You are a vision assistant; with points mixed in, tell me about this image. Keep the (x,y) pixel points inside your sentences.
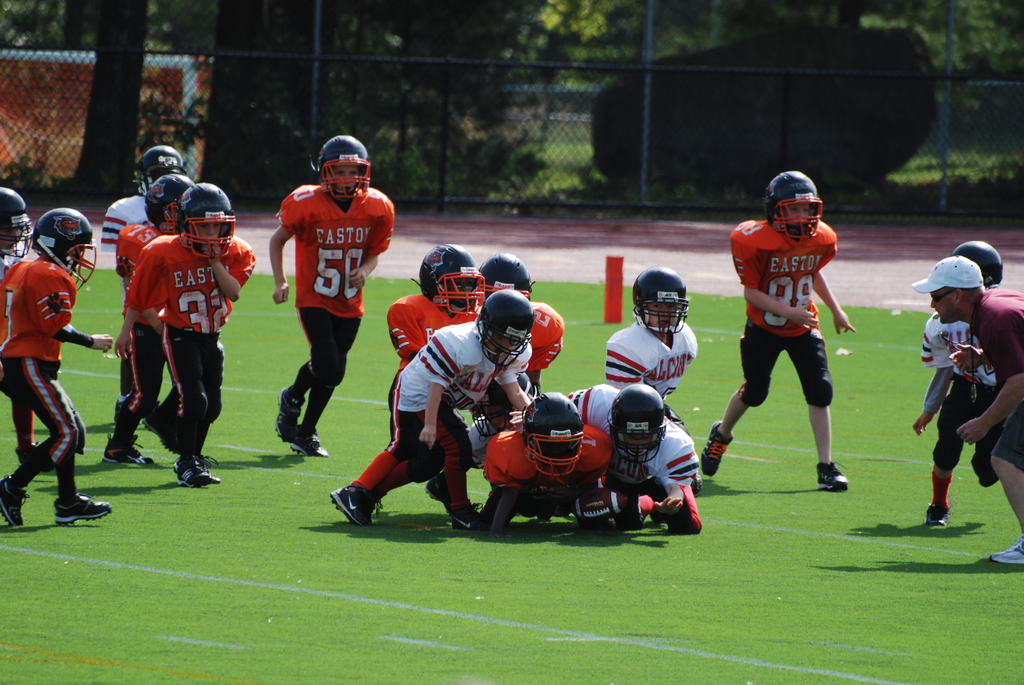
In this image, we can see a group of kids (543,312) are playing a game on the grass (674,611). Few are standing and running. They are wearing helmets (490,419). Right side of the image (1006,396), we can see a person (1004,354) is wearing a cap (956,275). Top of the image (748,202), we can see mesh (588,154), rods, trees (983,148) and plants (983,148).
